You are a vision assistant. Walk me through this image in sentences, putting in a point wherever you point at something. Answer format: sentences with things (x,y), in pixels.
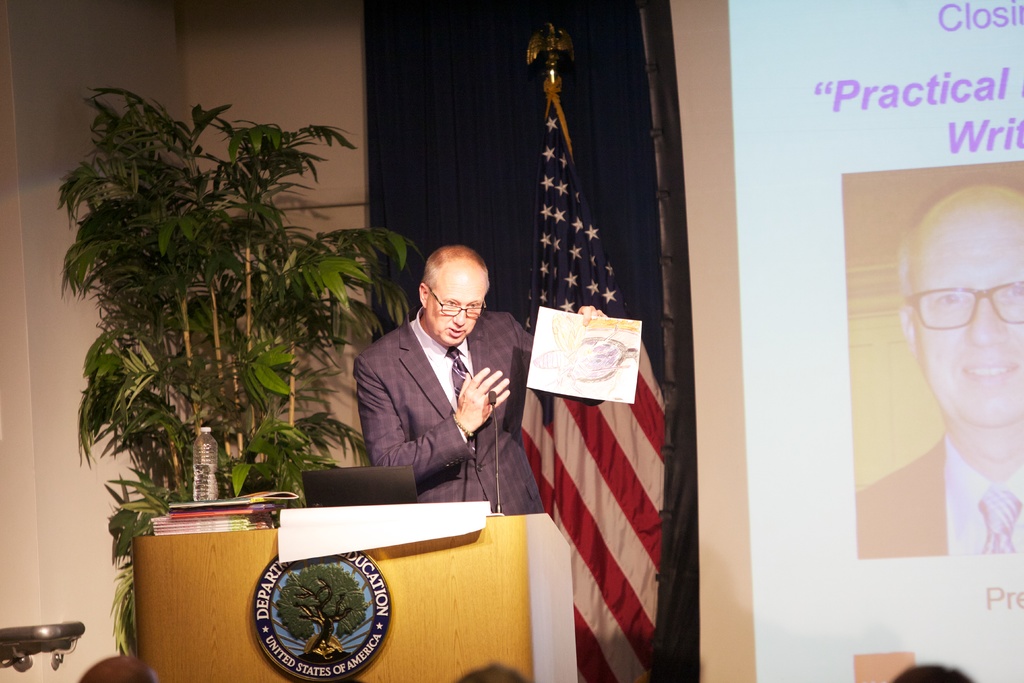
In this image there is a man (452,439) standing near the podium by holding the paper (570,368). In front of him there is a mic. On the podium (182,538) there are books (265,506), laptop (364,497) and a water bottle (205,484). In the background (565,238) there is a flag (589,213). On the left side (210,282) there is a plant (122,328). On the right side (895,239) there is a screen (966,463).
